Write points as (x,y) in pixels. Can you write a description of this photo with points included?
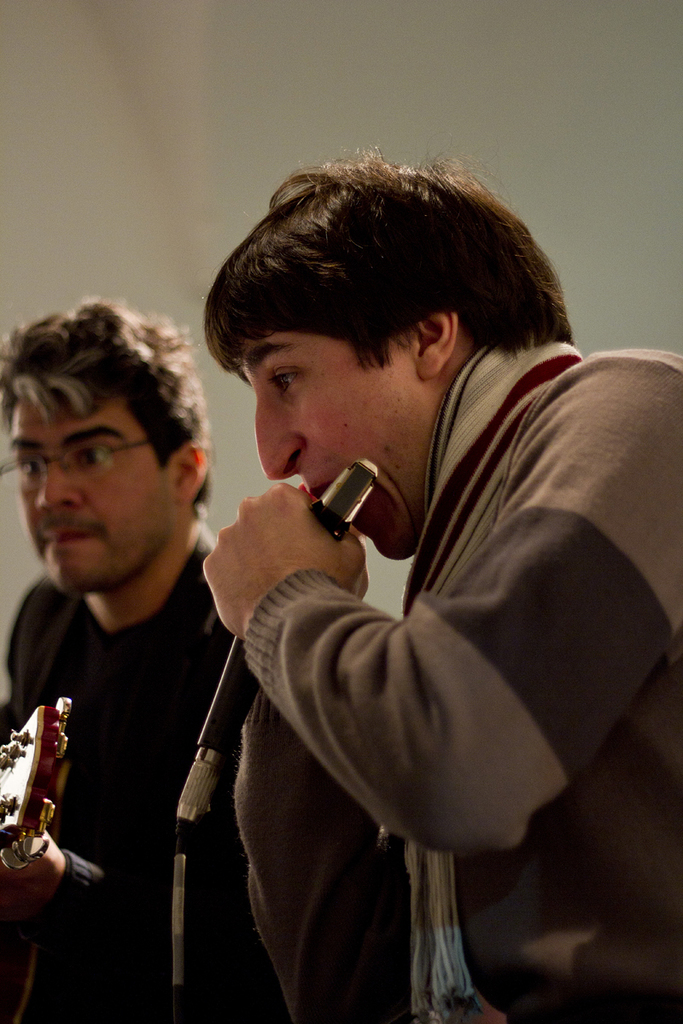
In this picture, we see two men (506,926). Man (243,971) in black t-shirt (124,714) is holding guitar (52,794) in his hand (38,903) and playing it. Beside him, man (434,750) in grey sweater (358,753) is holding microphone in his hands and playing harmonica (364,497) on it. On background (249,49), we see a white wall (267,94).
